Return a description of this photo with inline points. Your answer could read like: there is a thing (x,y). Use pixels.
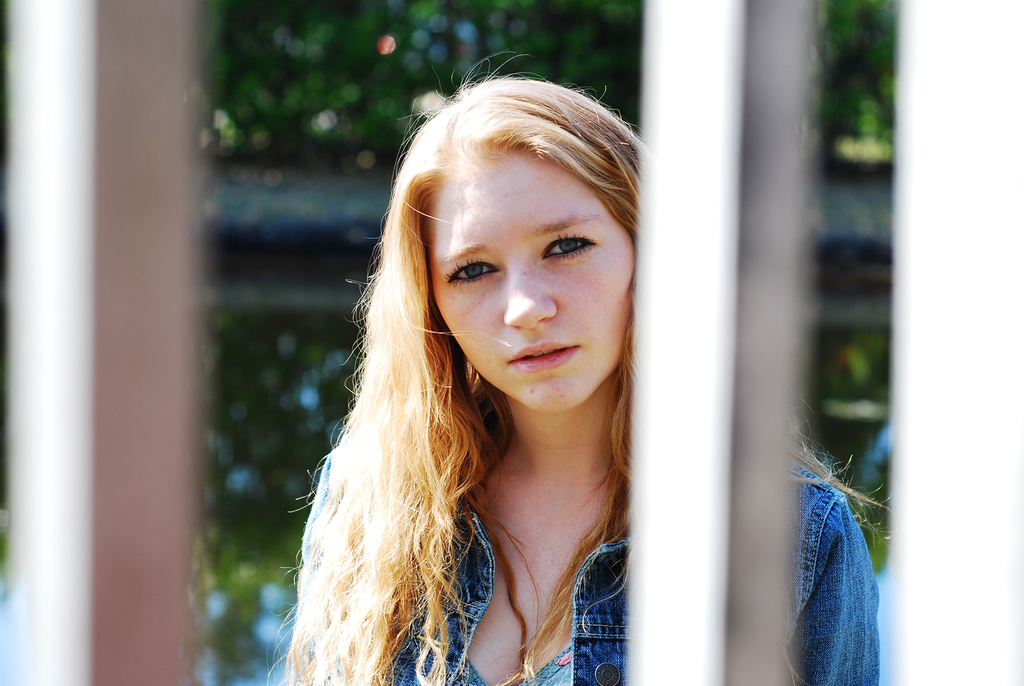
In the center of the image (616,266) we can see a lady (534,397). In the background of the image (277,121) we can see the trees (396,74) and ground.
